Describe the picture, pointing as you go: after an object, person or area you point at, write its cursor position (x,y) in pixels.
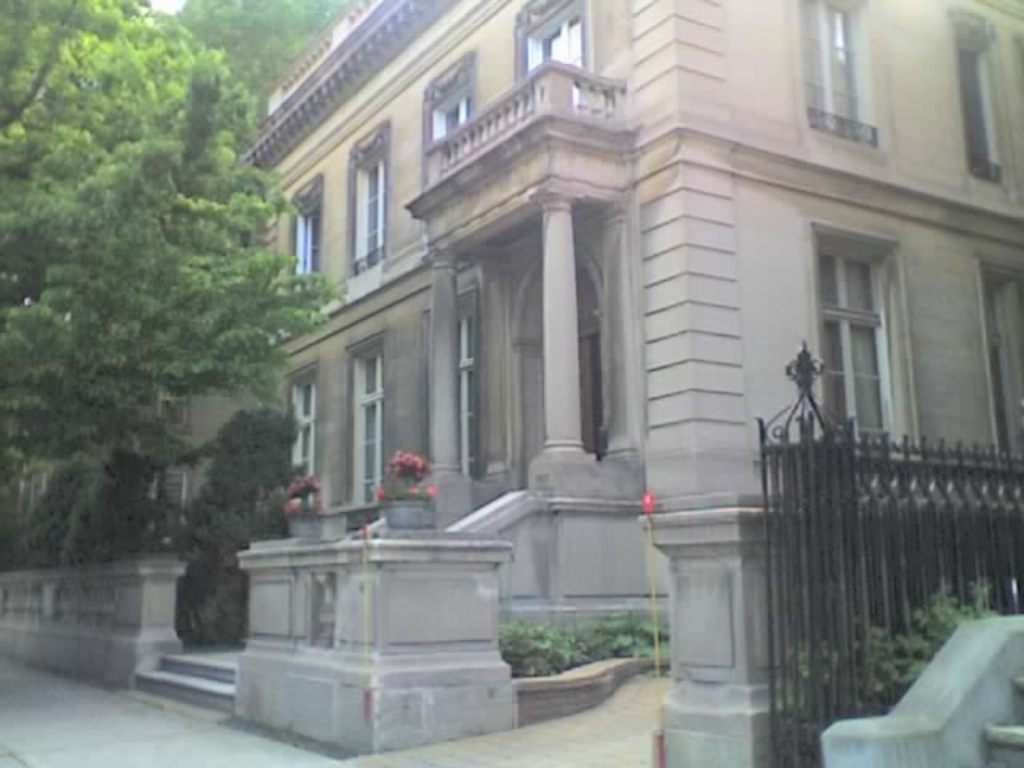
In this image there is a building (487,398), on the left side (116,285) there are trees (119,266).
